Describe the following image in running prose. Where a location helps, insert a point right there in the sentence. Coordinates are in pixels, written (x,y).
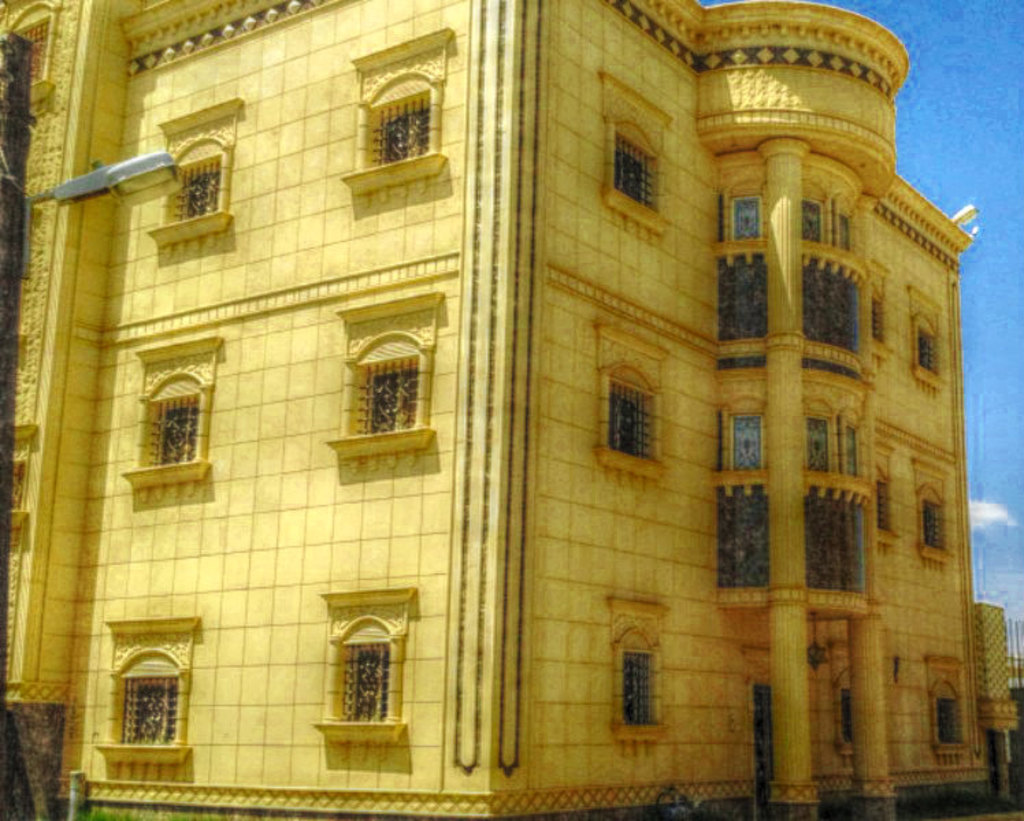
In this image there is a building (636,437) and at the left side (73,188) there is a street light (133,192) and at the top right (950,158) there is sky (950,140).
